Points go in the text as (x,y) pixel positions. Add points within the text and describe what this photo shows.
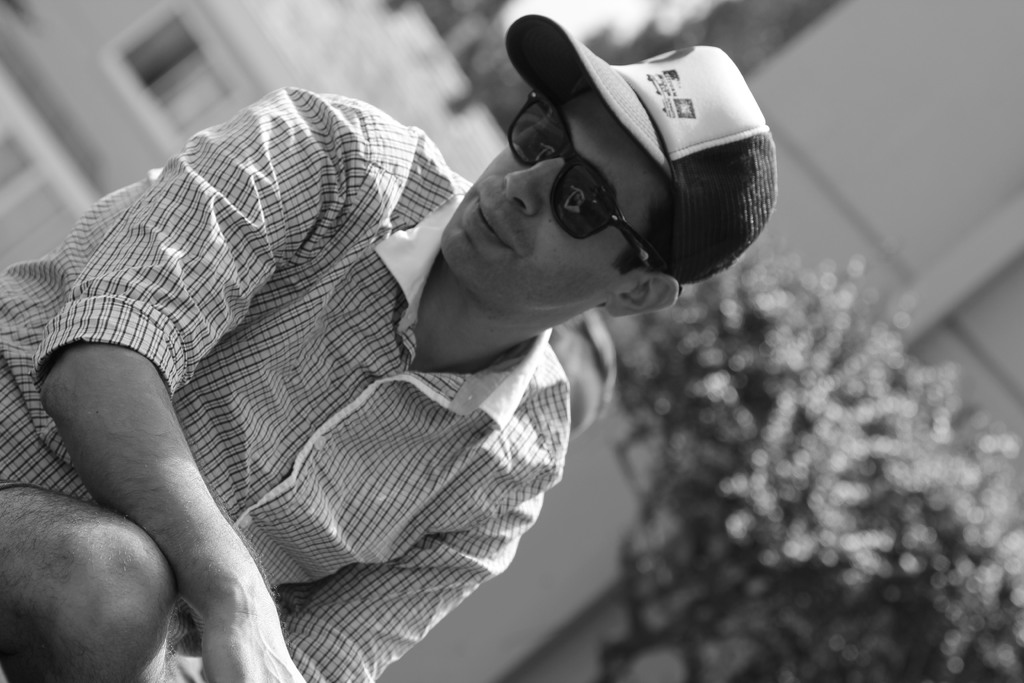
This is the picture of a black and white image and we can see a person (408,340) wearing a sunglasses (556,187) and a cap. In the background (784,373), we can see a tree (732,668) and the image is blurred.
